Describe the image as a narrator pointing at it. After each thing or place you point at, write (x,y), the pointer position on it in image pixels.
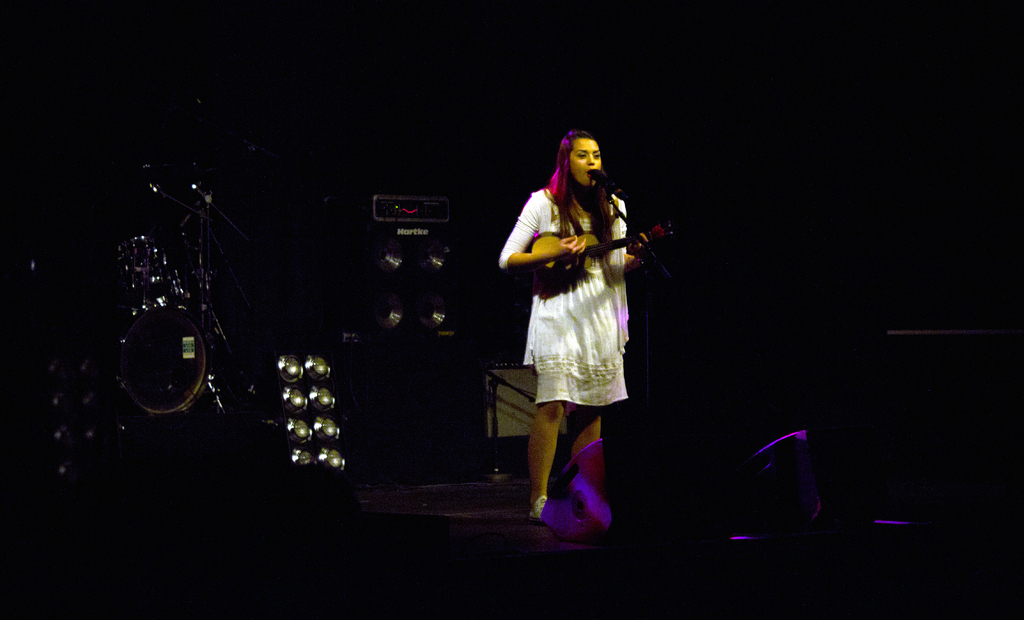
in this image i can see a person (580,288) playing guitar (568,256) and singing. she is wearing a white dress (579,302). behind her there are speakers (415,282).
